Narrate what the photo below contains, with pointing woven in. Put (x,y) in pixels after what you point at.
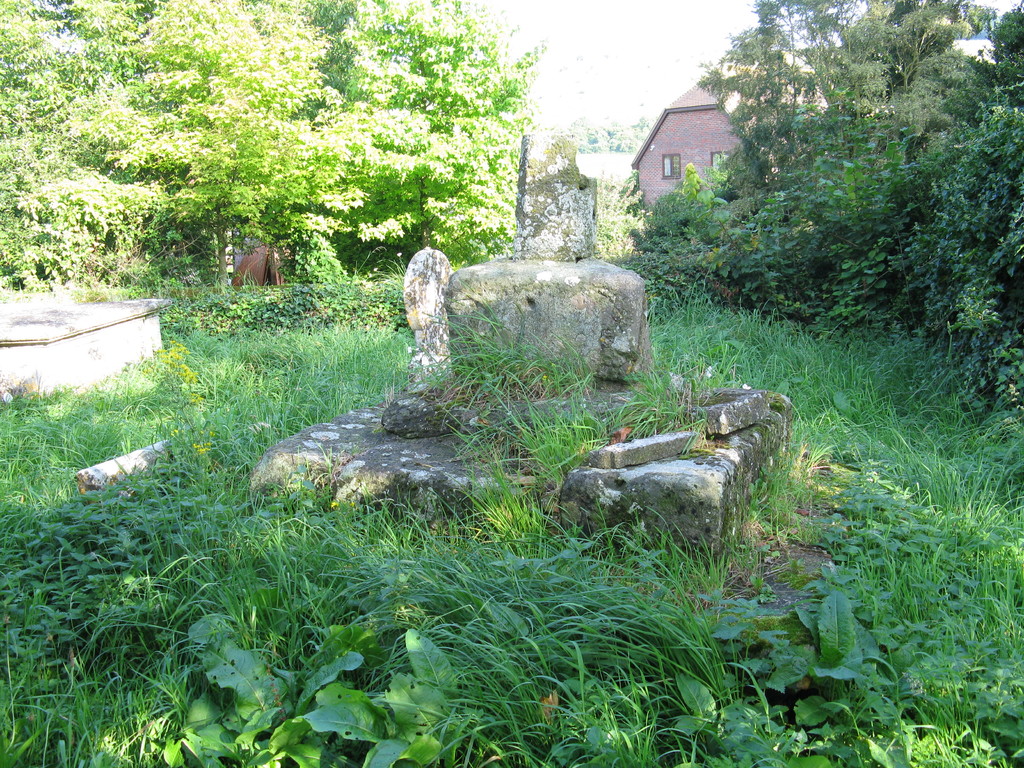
In the center of the image (474,429) there are rocks (330,438). At the bottom (404,637) we can see grass (469,600). In the background (305,235) there are trees (715,185), shed (723,163) and sky (618,83).
